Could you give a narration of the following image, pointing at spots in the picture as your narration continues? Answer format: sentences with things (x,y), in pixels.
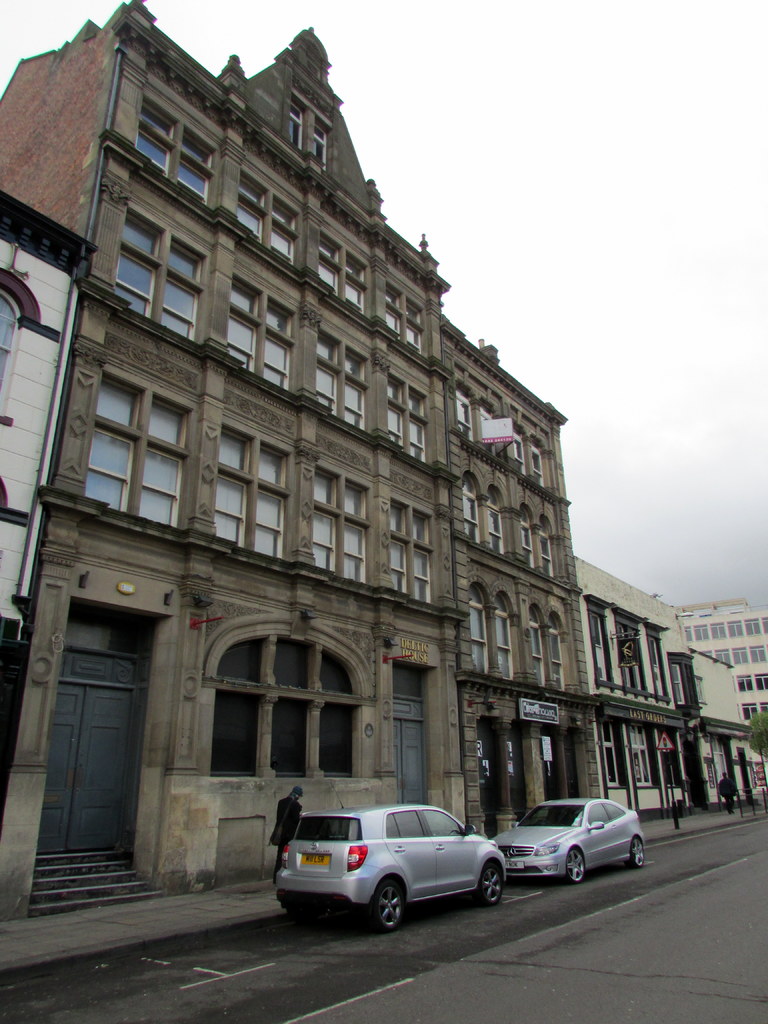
There are two cars (502,895) on the road (609,993). In the background (332,735) we can see buildings (503,619), poles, boards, and sky (602,393).
